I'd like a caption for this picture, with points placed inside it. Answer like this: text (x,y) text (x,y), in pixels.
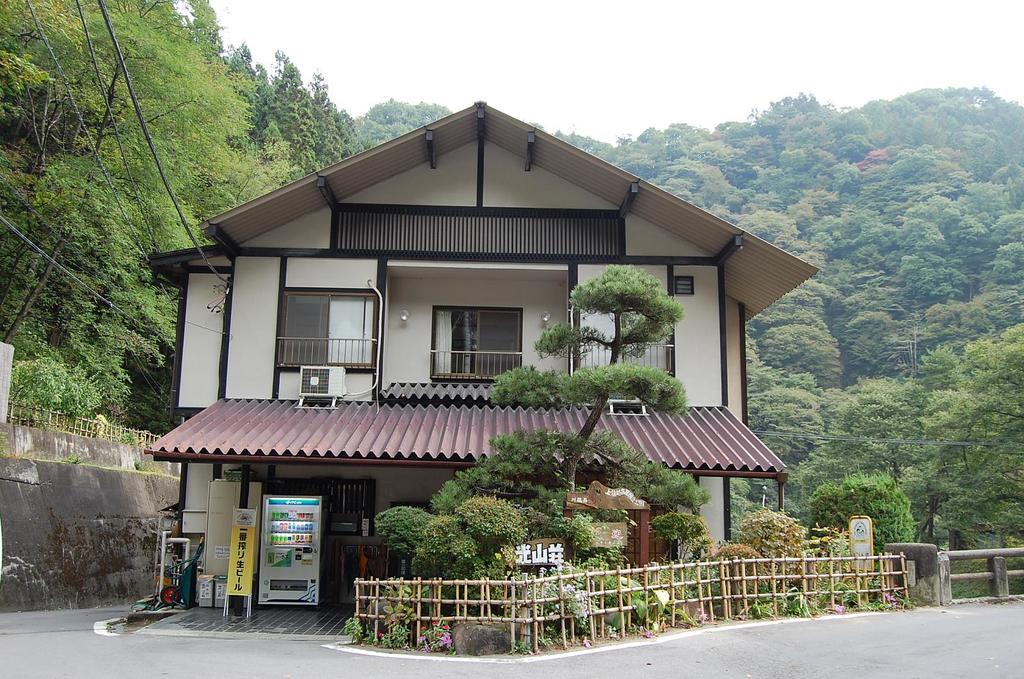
In this picture we can see the road (214,646), machine (288,550), fences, walls (92,536), poster (247,548), trees (415,547), building (555,262) with windows (314,333), some objects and in the background (508,78) we can see the sky (719,76).
